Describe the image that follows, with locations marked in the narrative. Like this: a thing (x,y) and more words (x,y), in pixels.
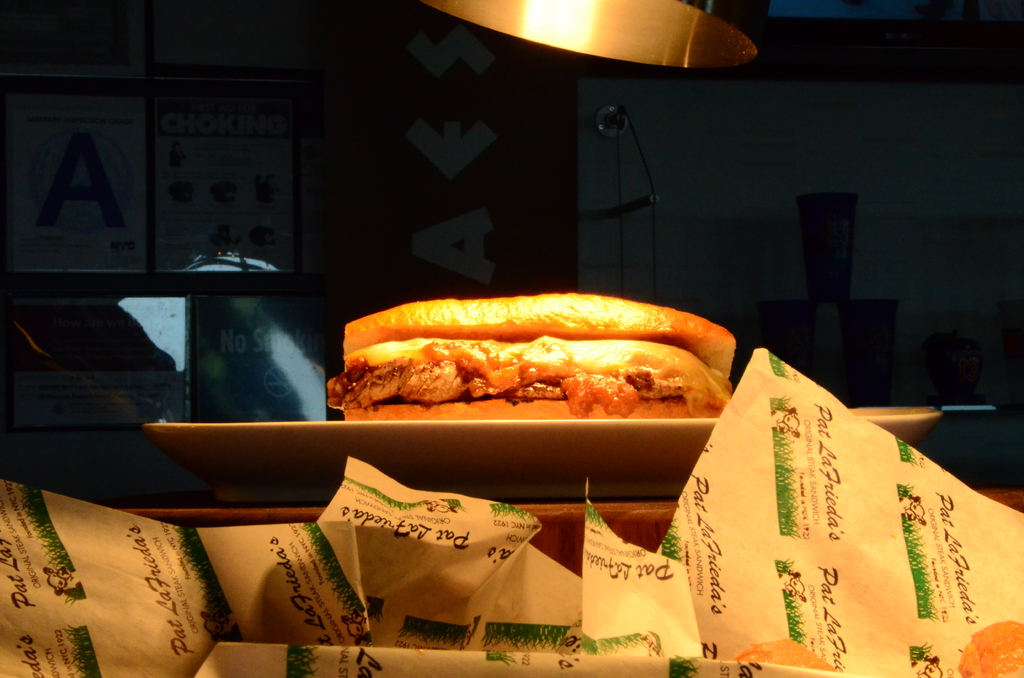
In the center of the image (501,312), we can see some snacks (452,371) on the plate (510,441). At the bottom (503,545), there are some papers (411,559) and at the top (574,32), there is a light (576,25) and there are some posters (192,194) and we can see a wall (757,139).
